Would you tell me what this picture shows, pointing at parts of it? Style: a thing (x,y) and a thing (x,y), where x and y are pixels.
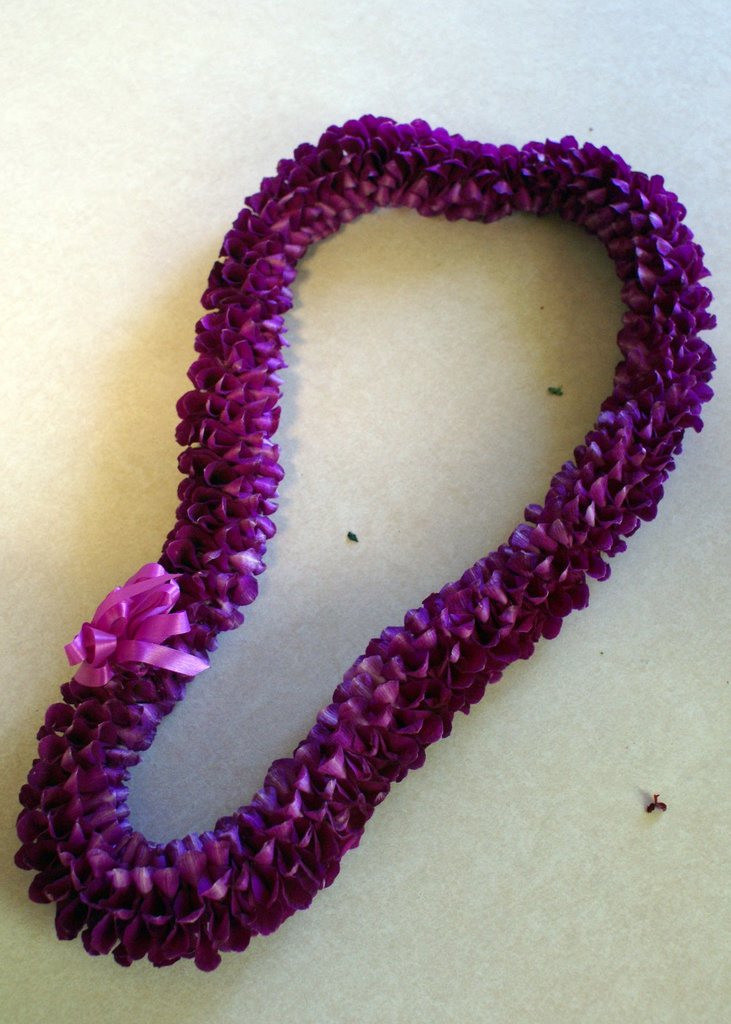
In this image there is a garland (636,281) on a table (374,91).
